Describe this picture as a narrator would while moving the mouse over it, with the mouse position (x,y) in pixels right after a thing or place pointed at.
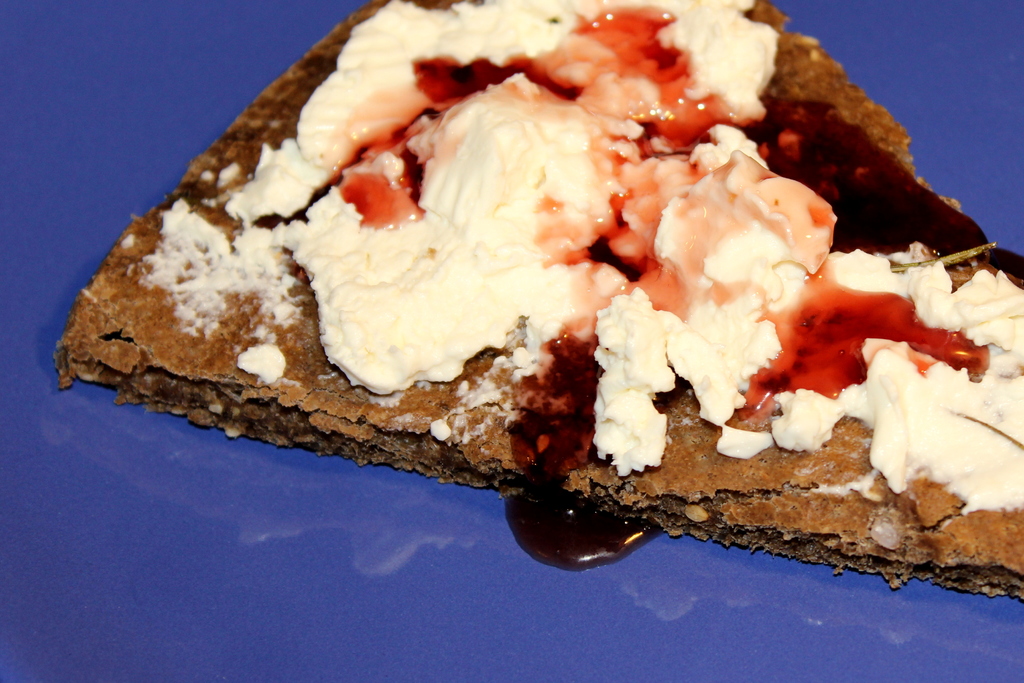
In this image we can see some food (432,397) on the plate (290,556).
